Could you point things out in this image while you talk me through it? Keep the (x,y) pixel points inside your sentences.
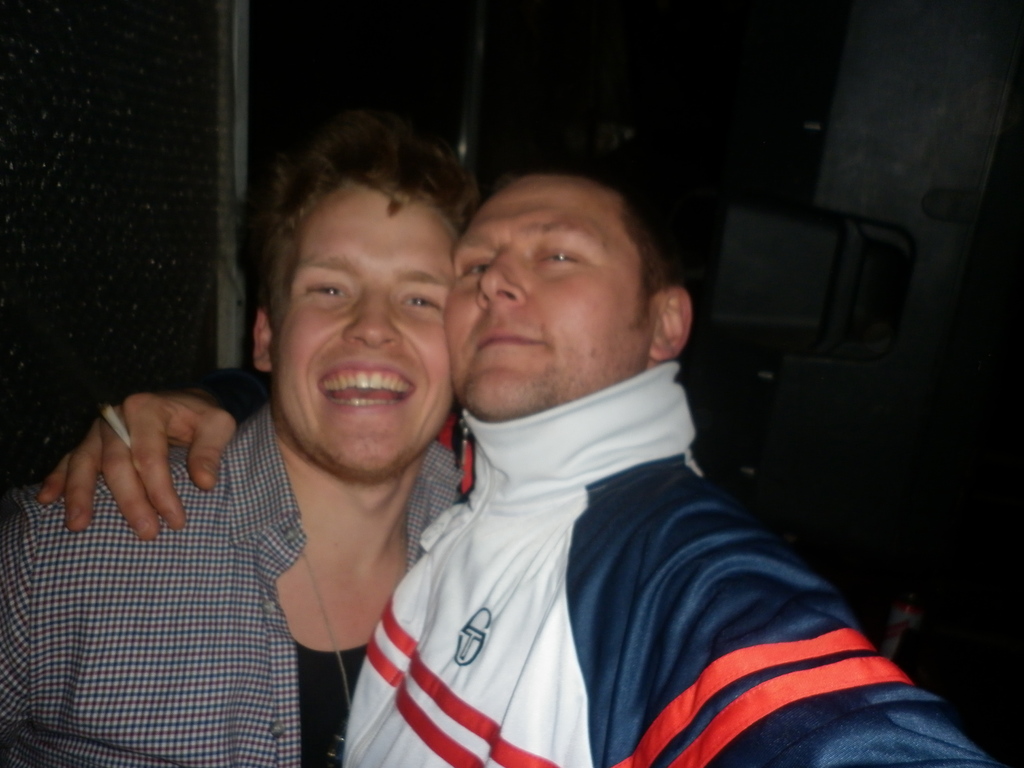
This image is taken indoors. In the background (578,122) there is a wall (165,182). In the middle of the image (542,334) there are two men (273,536) with smiling faces (369,331).
